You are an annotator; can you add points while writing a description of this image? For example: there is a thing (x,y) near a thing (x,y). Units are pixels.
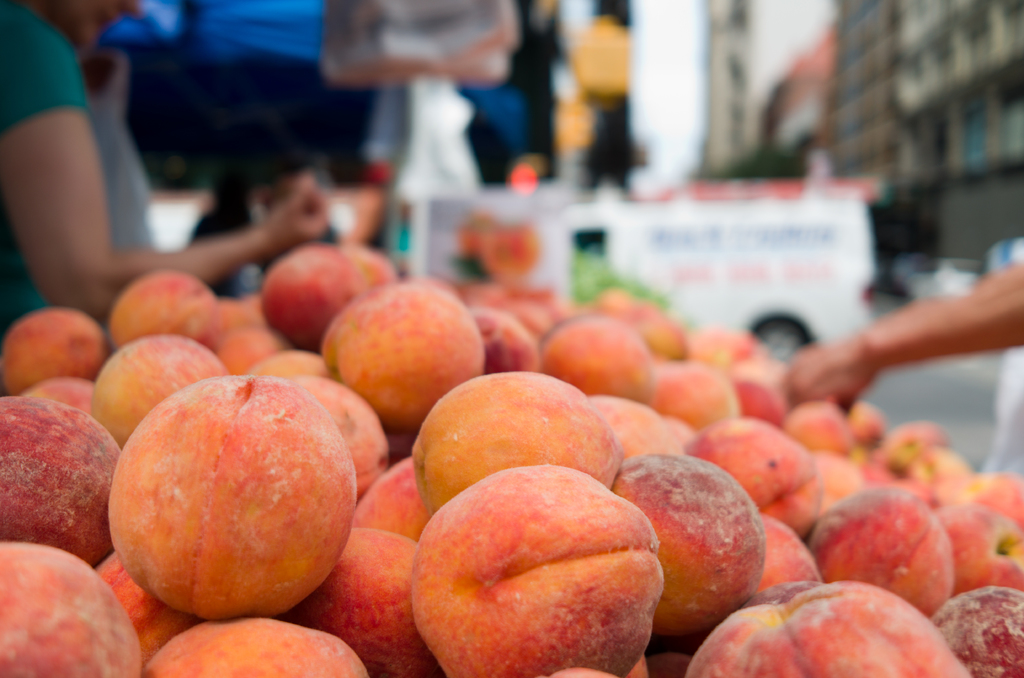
In this image we can see fruits (591,566). There are people (202,230) in the background of the image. There is a truck (695,188) on the road (884,376). There is a building (865,91).
